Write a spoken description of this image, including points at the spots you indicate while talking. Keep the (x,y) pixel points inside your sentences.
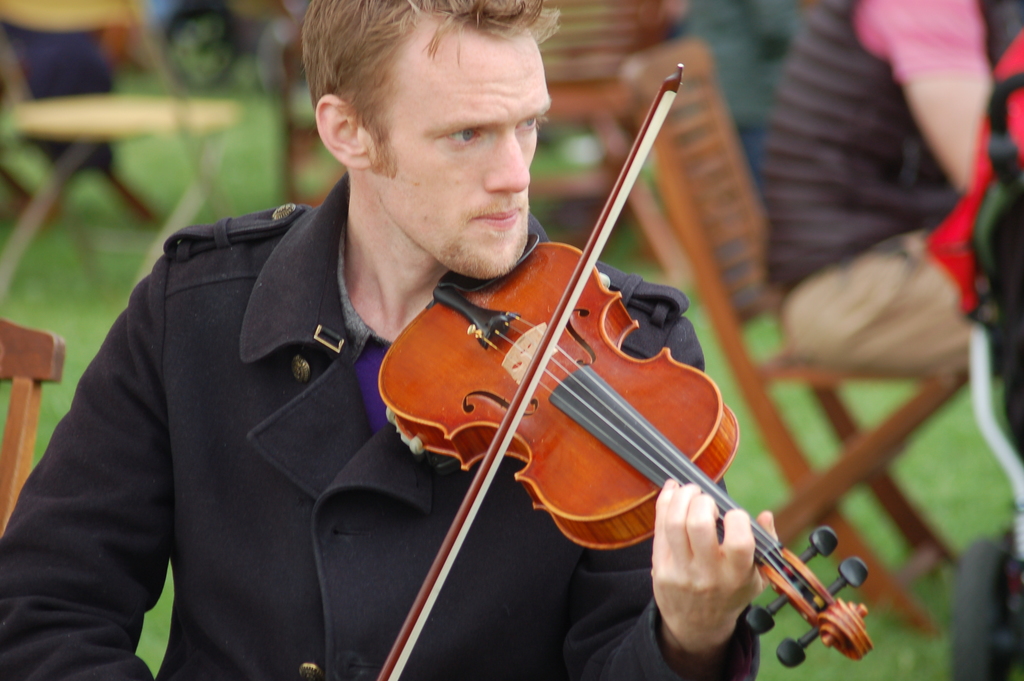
In this image a man (544,680) is holding a violin (433,423) in his hand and playing a music. In the right side of the image (698,127) a man (947,49) is sitting on a chair (784,513). At the bottom of the image (882,642) there is a ground (898,464) with grass (707,345). At the background (150,256) there are few tables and empty chairs (297,133).
